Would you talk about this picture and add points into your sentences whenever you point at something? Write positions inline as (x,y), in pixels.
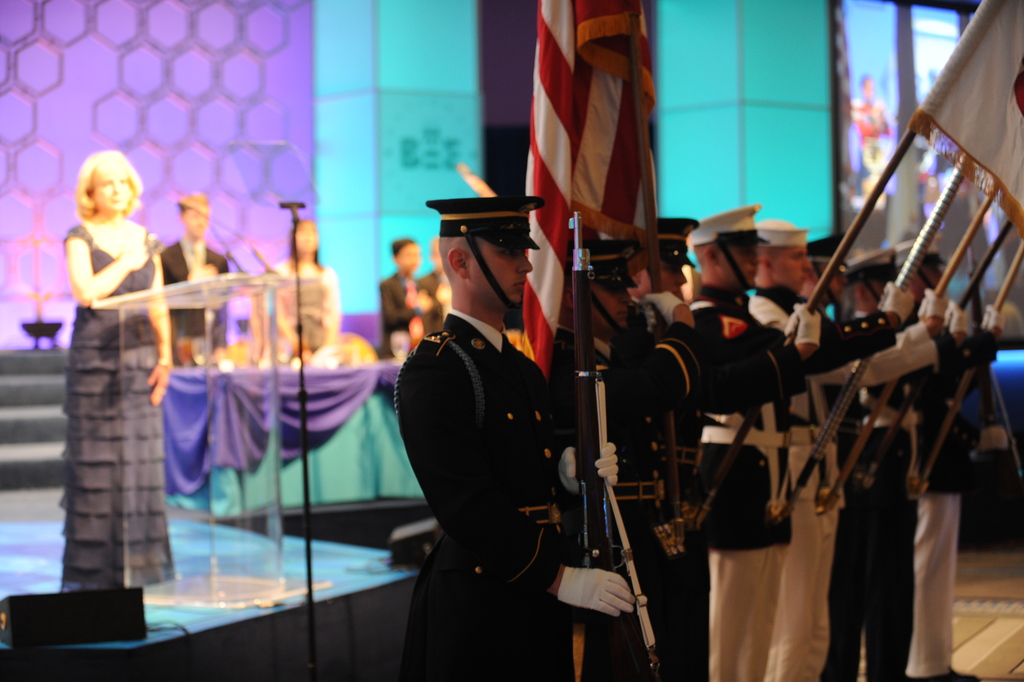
In this picture we can see some people (684,359) are standing, a man (572,520) in the front (610,507) is holding a rifle (587,481), the persons (890,403) on the right side (739,374) are holding flags (596,135), on the left side (110,326) there is a woman (146,310) standing in front of a podium (232,284), we can see a microphone (263,257) on the podium (119,314), there is a blurry background (377,202).
